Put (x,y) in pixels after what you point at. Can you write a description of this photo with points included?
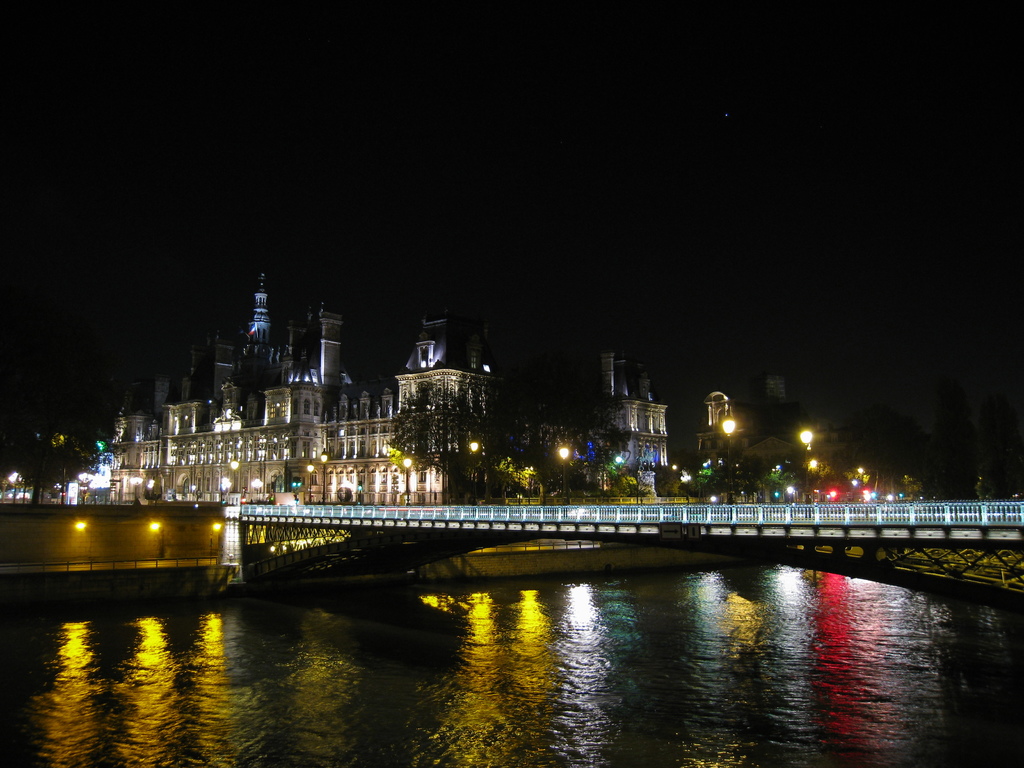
In this image I can see the water (562,697), a bridge (921,551), the railing (510,508) on the bridge (510,508), few lights (902,495) and few buildings (773,457). In the background (775,259) I can see the dark sky (570,194).
